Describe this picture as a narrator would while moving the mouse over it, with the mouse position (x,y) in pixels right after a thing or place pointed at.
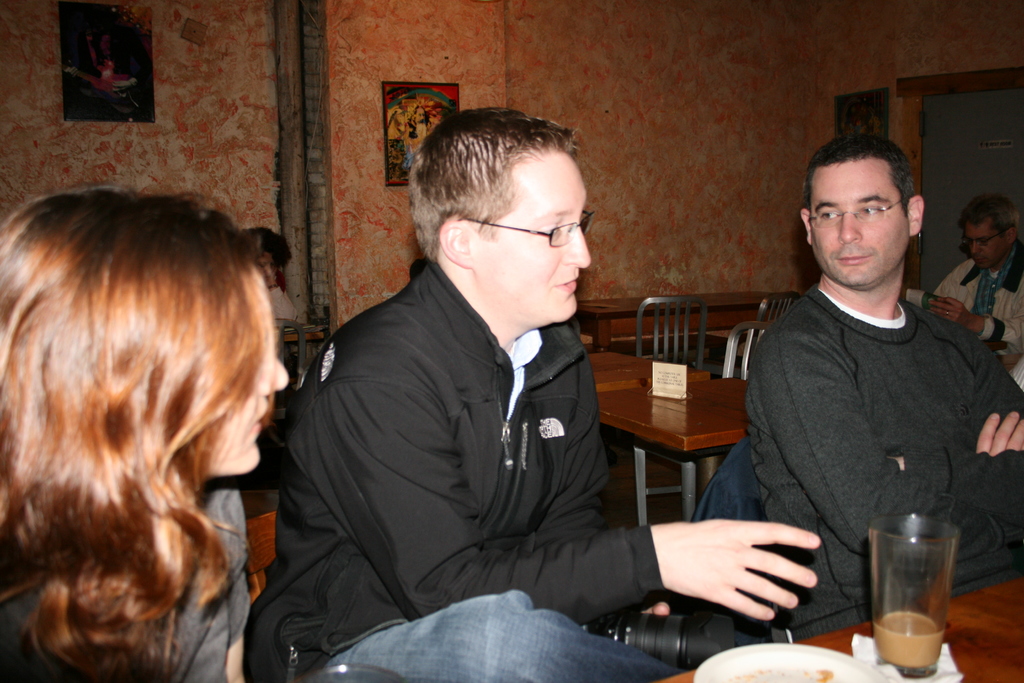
In the center of the image (509,348), there is a man (534,373) sitting and talking. Beside him, there is another man (872,396) in black color t-shirt (900,395), sitting and listening to him. On the left hand side (202,350), there is a woman (142,388), sitting and watching these both. In the background (906,269), there is a man (1011,238) sitting, tables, chairs (750,328), wall (675,86), photo frame (422,87) and some other materials (671,385).
